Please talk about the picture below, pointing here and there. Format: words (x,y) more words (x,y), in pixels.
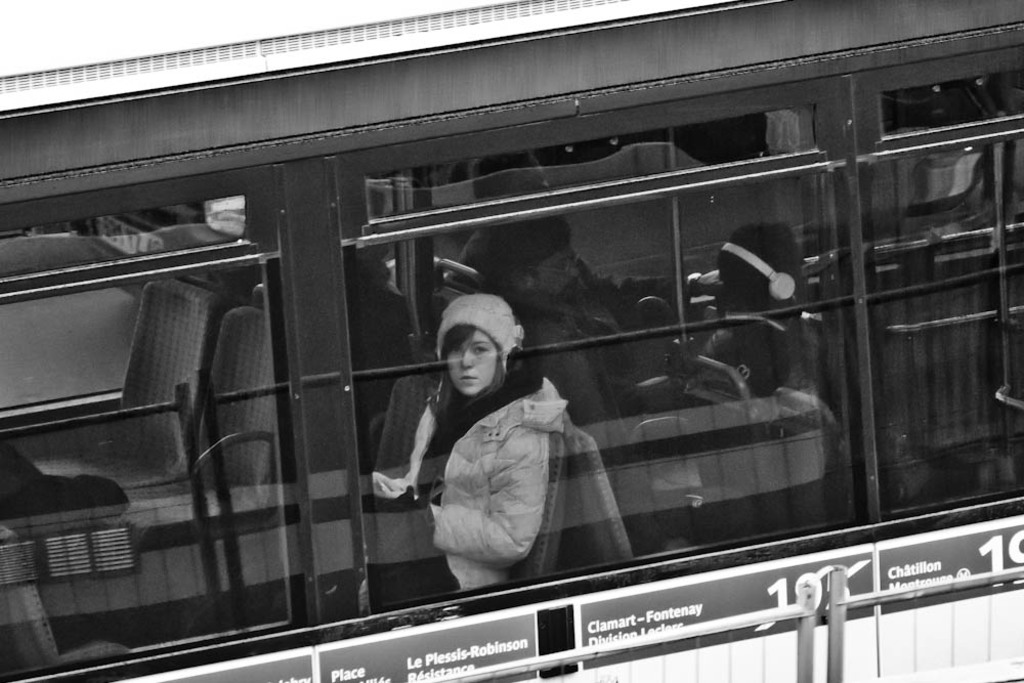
This is a black and white image. In this image, we can see a bus (830,396). On the bus (548,330), we can see a woman (498,574) sitting, glass window (628,364), chairs (250,494). At the top (194,74), we can see white color, at the bottom (863,634), we can see white color.
